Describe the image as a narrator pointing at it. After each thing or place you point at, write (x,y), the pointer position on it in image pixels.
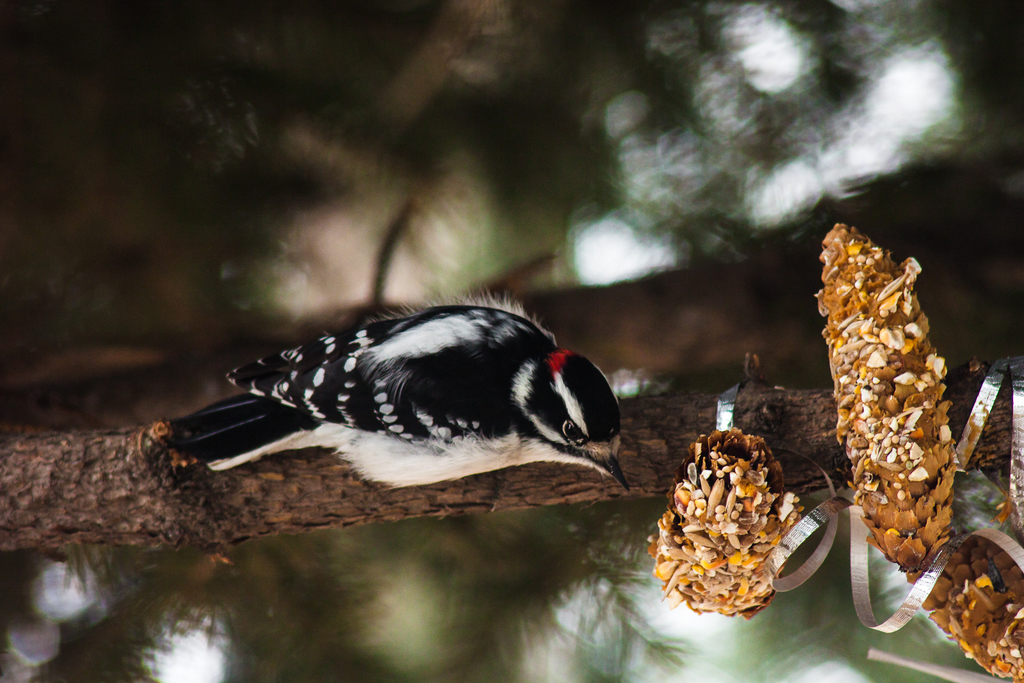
In this image I can see a bird (414,383) on a stem (275,499). I can see the bird (542,396) in black and white colors. On the right side (897,459), I can see some bird feeders (863,432). The background (169,131) is blurred.
